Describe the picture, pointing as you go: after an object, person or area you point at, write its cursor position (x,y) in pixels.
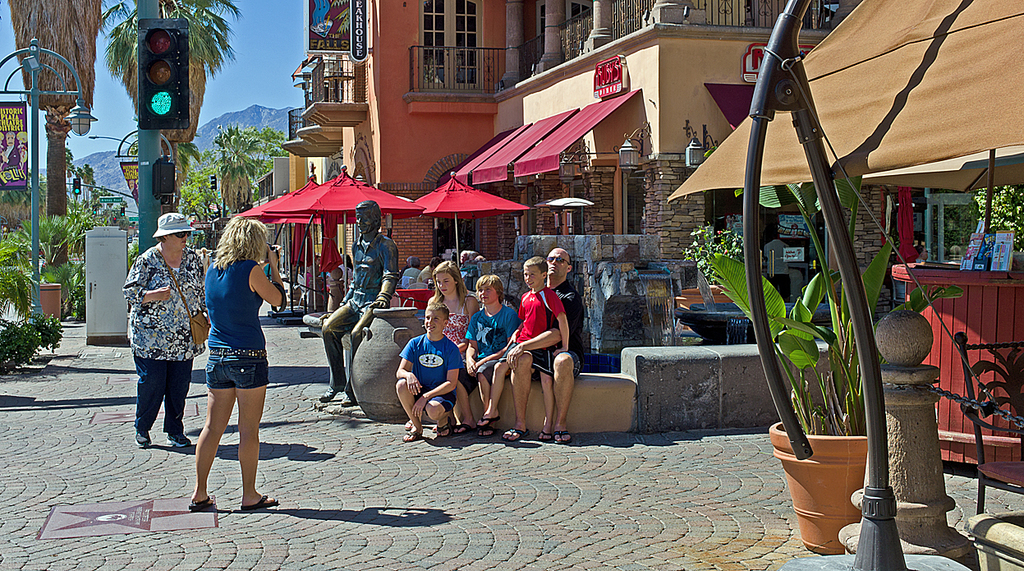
In this image I can see number of people (186,256) where two (212,297) are standing and rest all are sitting. On the left side of the image (212,432) I can see one person (245,274) is holding a camera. On the right side of the image (879,259) I can see few plants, a chair (970,362), a cloth (957,54) and an iron chain (978,349). In the background (593,165) I can see few buildings (287,176), number of trees (61,141), few poles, few street lights (33,160), few signal lights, few boards (324,1), number of plants (63,224) and on these boards (8,126) I can see something is written. In the centre of the image (382,251) I can see a sculpture (365,264) and few red colour shade umbrellas (304,206). On the top left side of the image (256,107) I can see mountains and the sky (125,129). I can also see few other things (105,257) in the background (97,269).
